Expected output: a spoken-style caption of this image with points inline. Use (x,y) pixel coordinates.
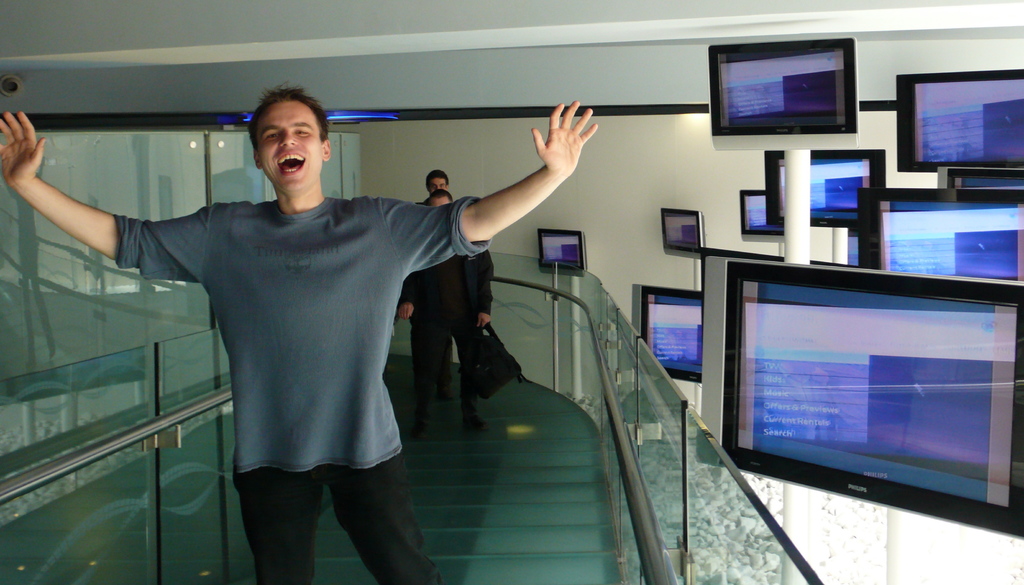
In this picture we can see a man (211,251) smiling and at the back of him we can see two people (413,286) are standing on the floor (475,505), railings (533,307), televisions (695,212) and in the background (502,136) we can see the wall (419,142), ceiling (177,60), lights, some objects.
